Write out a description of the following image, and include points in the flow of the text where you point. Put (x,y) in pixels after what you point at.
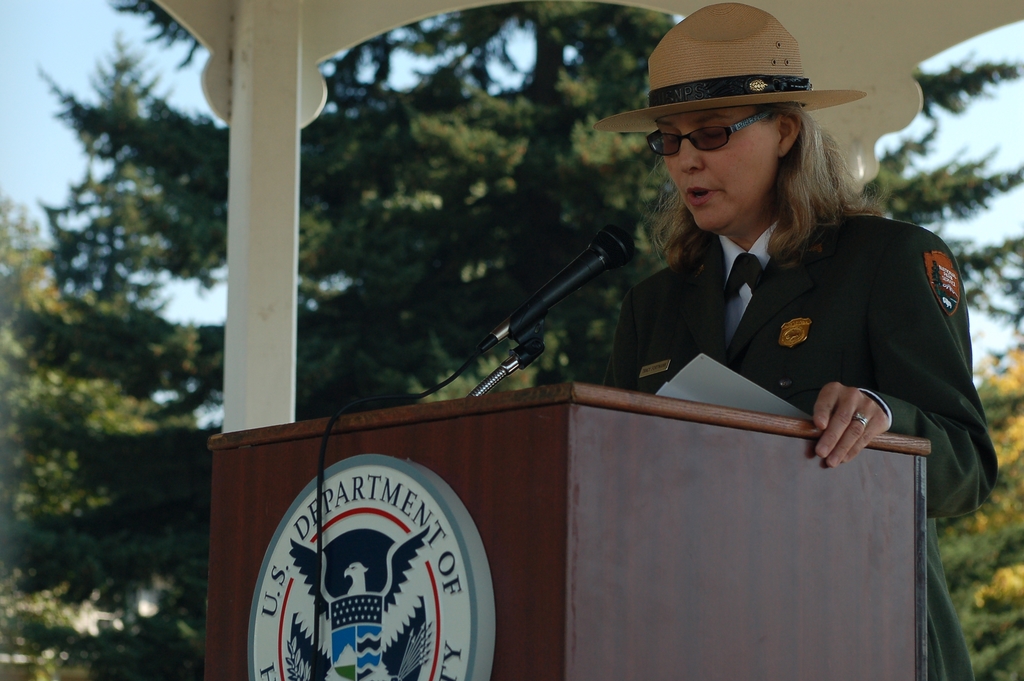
In this image we can see a woman (888,354) wearing a uniform (789,340), a hat (787,94) and spectacles (727,132) is standing in front of a podium (845,599) on which we can see a microphone (572,267) placed on a stand (508,372). In the background (995,360), we can see trees (180,180), a shed (231,353) and the sky (39,117).
